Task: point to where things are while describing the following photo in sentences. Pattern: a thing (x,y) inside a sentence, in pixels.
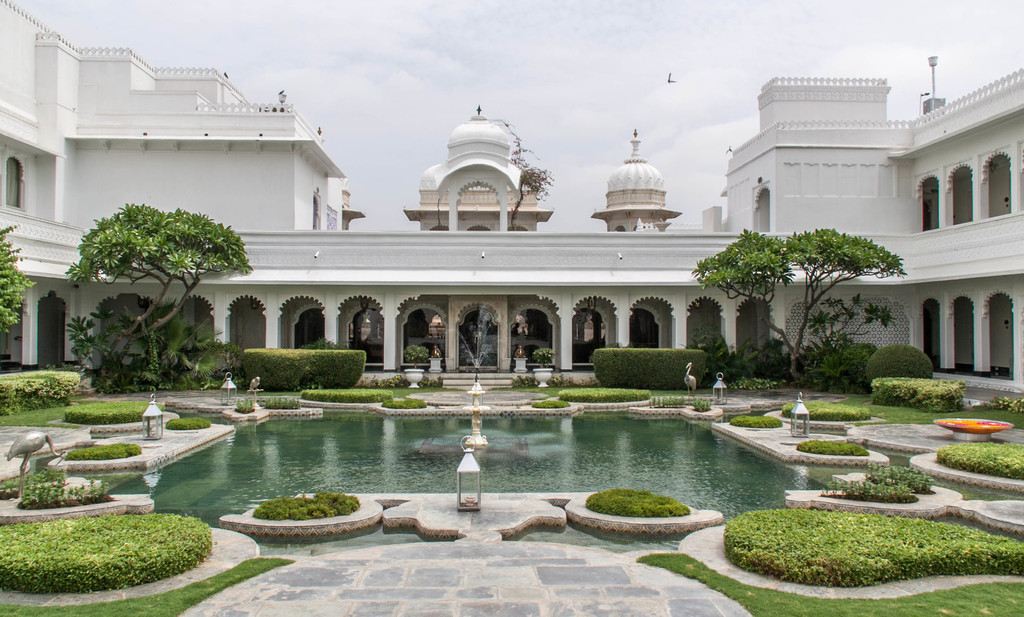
In the center of the image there is a fountain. There are lamps (466,479). There are depictions of cranes (260,376). There are plants (851,363), trees (880,249). In the background of the image (347,260) there is a building (579,234) and there is sky (561,49).
